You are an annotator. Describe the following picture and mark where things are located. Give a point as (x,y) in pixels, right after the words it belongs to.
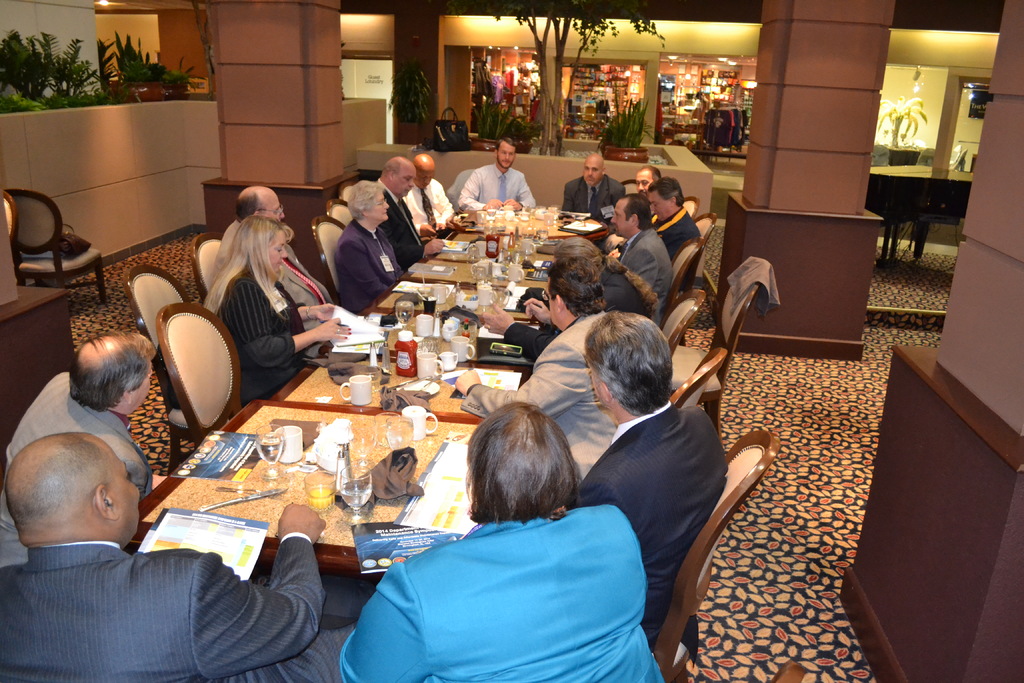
There are group of people (527,415) sitting on the table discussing about something and having their drinks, at the left side of the image (56,239) there is a hand bag (77,243) which is placed on the chair (35,219) and the top left of the image (51,103) there are plants (95,99) which are placed on the wall (160,106) and the middle of the image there is hand bag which is placed on the wall (572,166), at the back side there is a cloth store (611,102) which has different type of clothes (716,124) and at the right side of the image (896,106) there is a plant (916,100) which is exposed to light (919,84) and there are three pillars (849,115) which are of brown color.
